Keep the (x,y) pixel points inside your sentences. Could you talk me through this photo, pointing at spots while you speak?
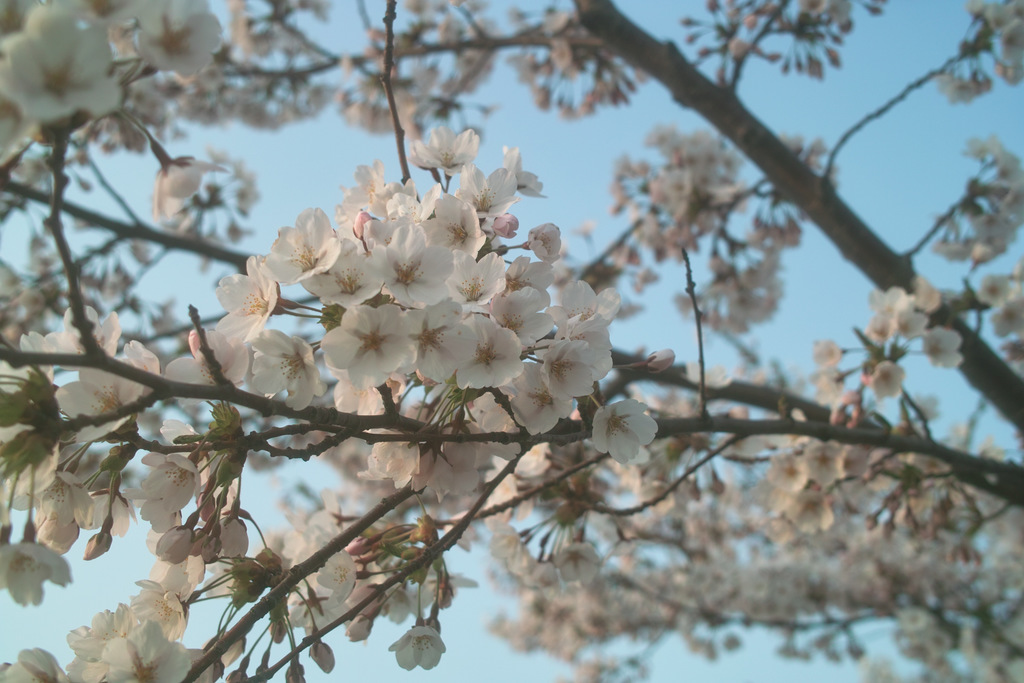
In this picture we can observe white color flowers (250,309) to the tree (160,38). In the background (325,150) we can observe a sky (579,146).
